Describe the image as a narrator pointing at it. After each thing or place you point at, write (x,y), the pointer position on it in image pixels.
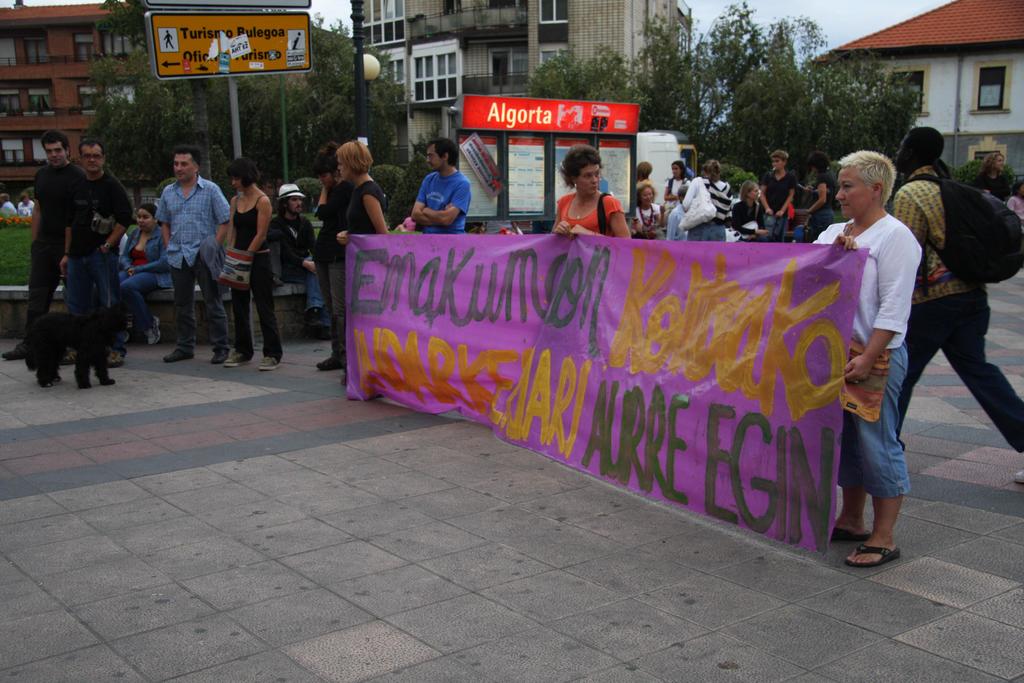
This image is clicked on the road (481,487). Three persons (593,232) are holding a banner (348,249) and standing on the road (529,496). In the background (312,80), there are buildings (540,63), trees (847,75) and boards (208,58).
